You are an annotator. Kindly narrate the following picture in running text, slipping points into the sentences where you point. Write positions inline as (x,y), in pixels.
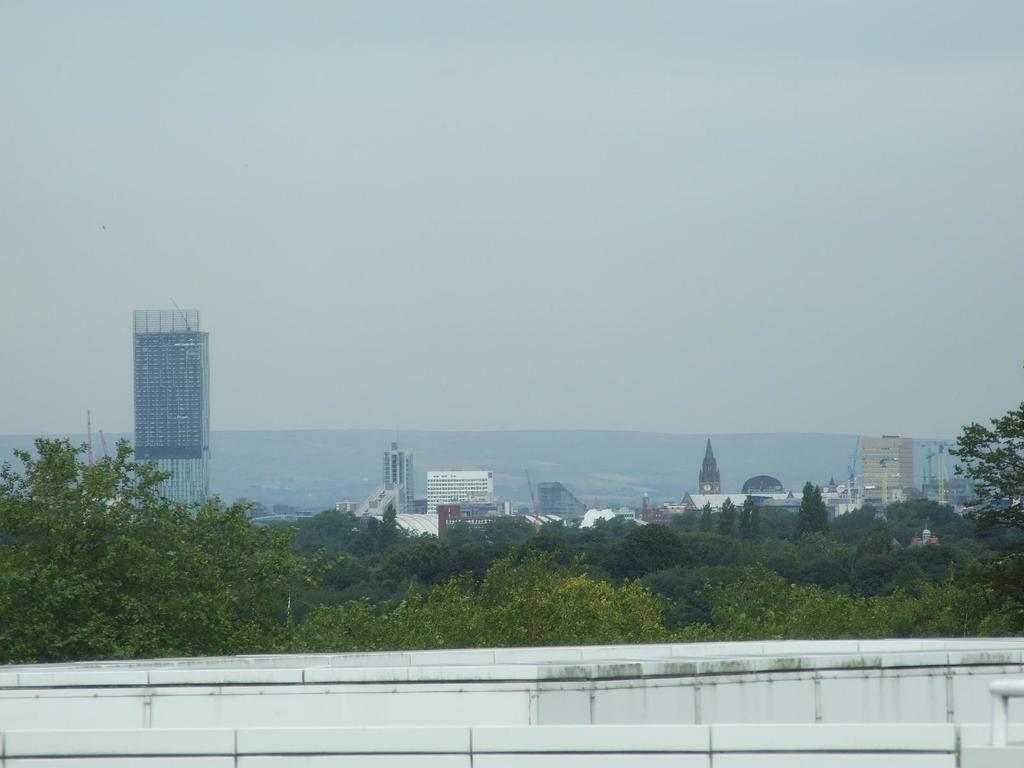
In this picture there are few objects (590,689) and there are trees (703,580), buildings (548,509) and mountains (452,460) in the background (443,469).
